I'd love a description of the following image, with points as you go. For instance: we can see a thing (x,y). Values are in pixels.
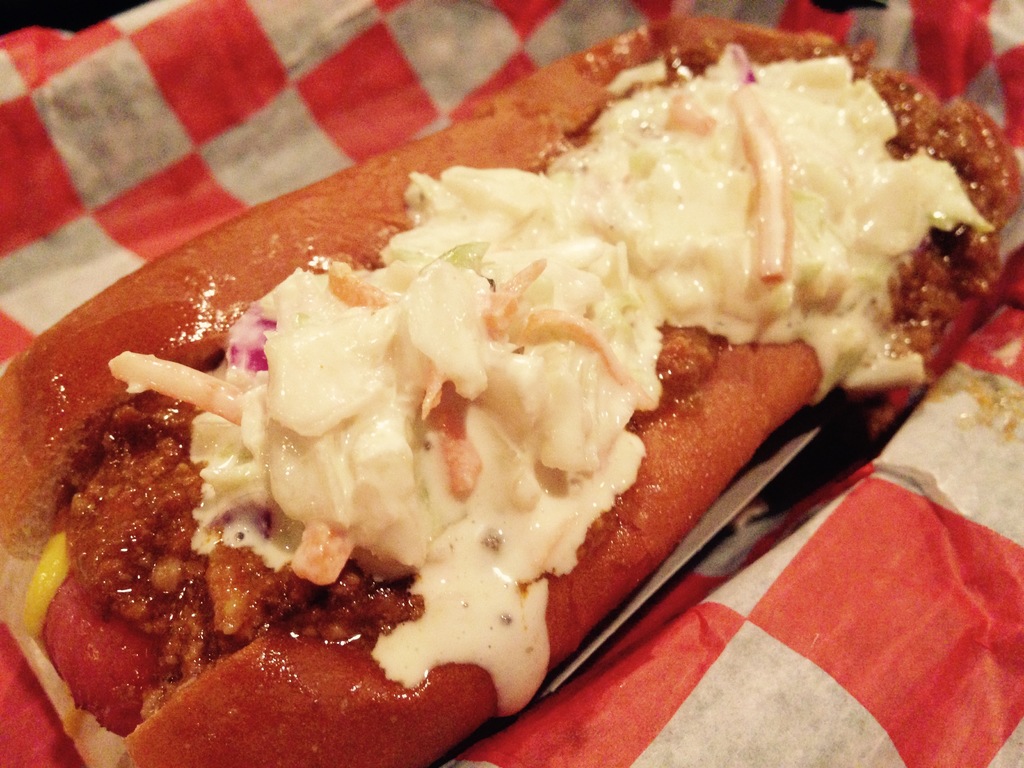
In this picture we can see some food items (329,390) on the paper (995,381).
